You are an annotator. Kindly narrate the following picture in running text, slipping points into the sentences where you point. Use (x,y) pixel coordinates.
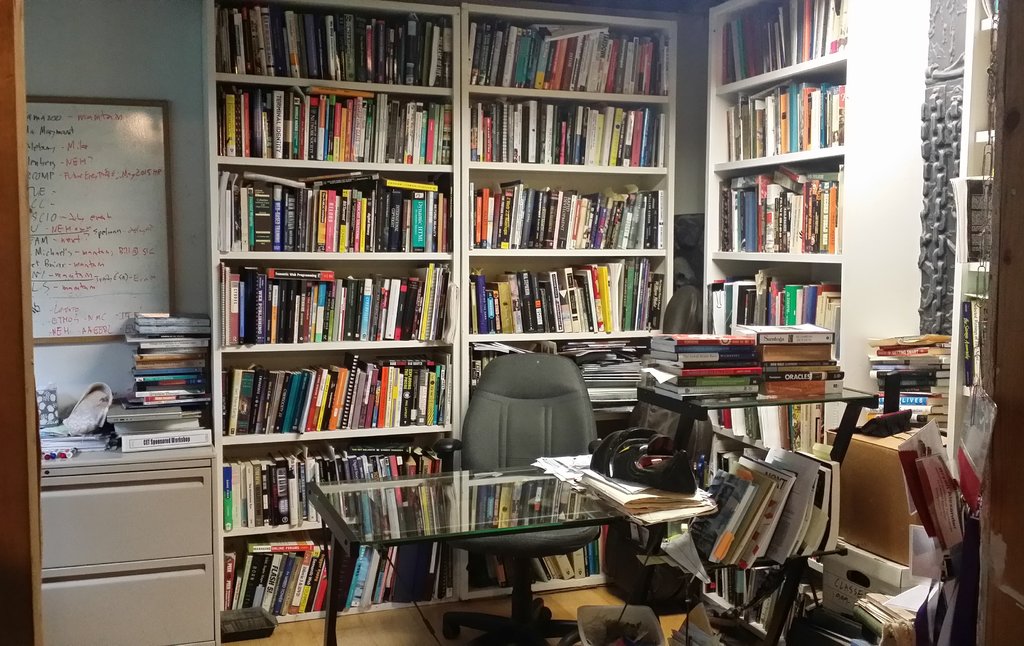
There is a table (476,504). On the table (541,490) there are papers (623,498), books (756,513) and some other items (622,462). Near to that there are stands (700,408). On that there are books (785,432). On the right side (894,448) there are boxes (888,481) and books (916,354). There are many cupboards (606,176) with books (488,219). On the left side (104,498) there is a cabinet (89,500) with drawers (135,534). On that there are books (139,388). In the back (125,96) there is a wall (131,69) with a board (98,238). On the board (120,207) something is written.
